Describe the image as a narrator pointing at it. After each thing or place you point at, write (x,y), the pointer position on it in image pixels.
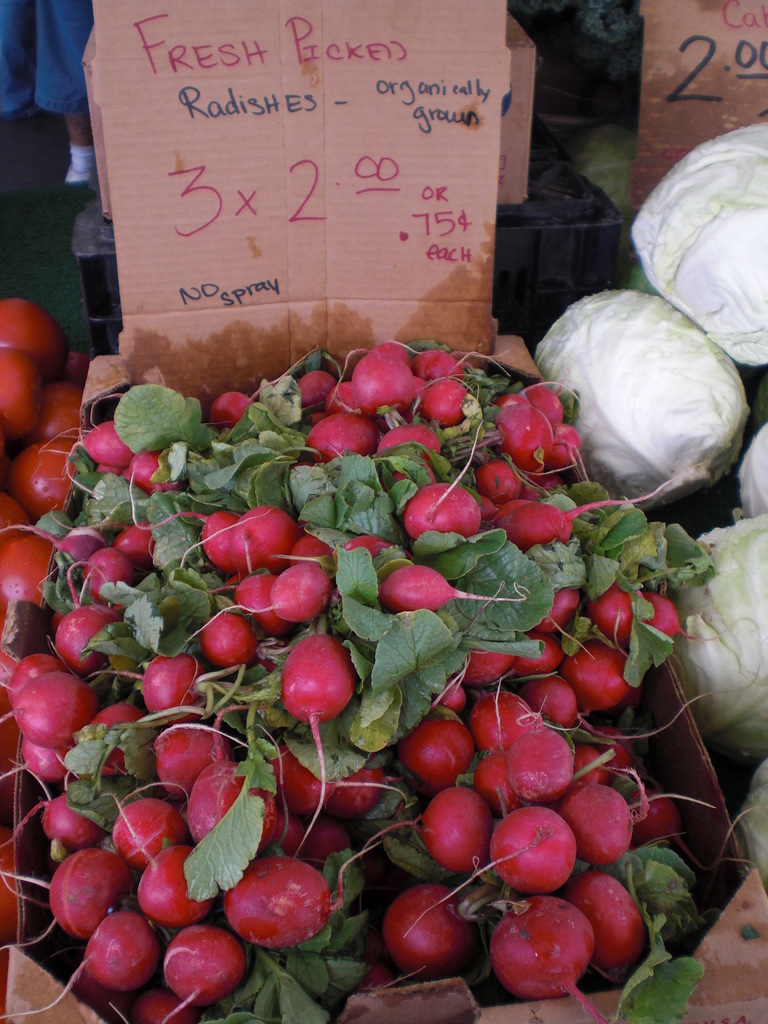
In this image I can see number of radishes (239,550) and green leaves (432,662) in the front (421,669). On the right side of this image (662,418) I can see few cabbages (668,396) and on the left side (8,377) I can see few tomatoes (61,423). On the top side of this image (307,177) I can see few boards (335,283) and on it I can see something is written.
